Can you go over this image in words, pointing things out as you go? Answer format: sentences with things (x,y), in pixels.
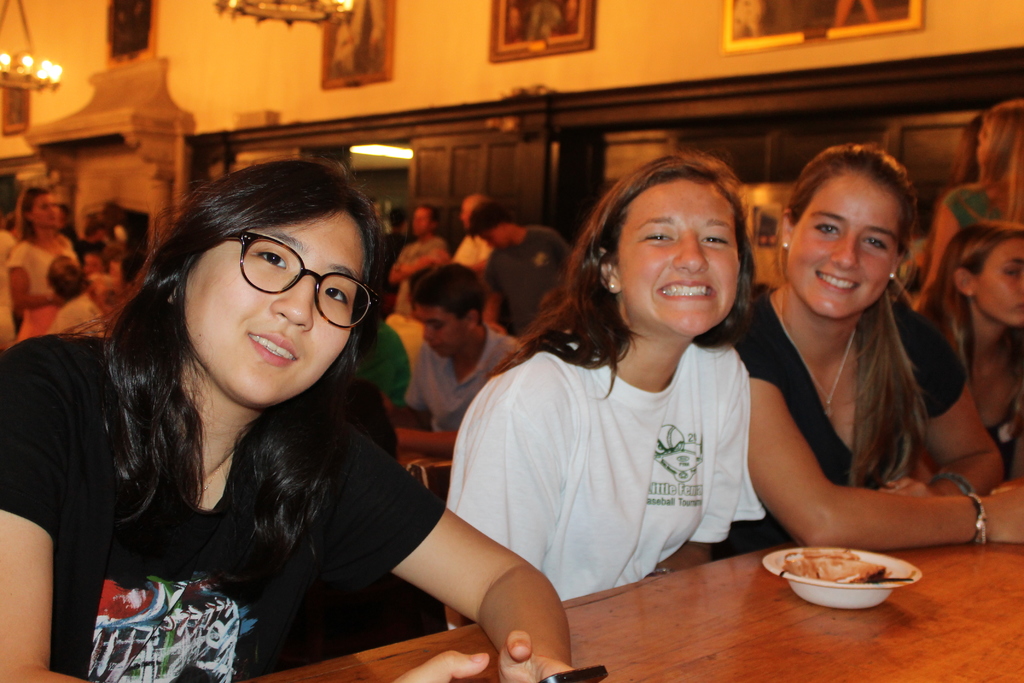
In this image, we can see persons (585,286) wearing clothes (583,416). There is a table (670,619) at the bottom of the image (845,594) contains a bowl (845,594). There are photo frames (534,46) on the wall (445,59). There is a chandelier (46,76) in the top left of the image (48,79).
